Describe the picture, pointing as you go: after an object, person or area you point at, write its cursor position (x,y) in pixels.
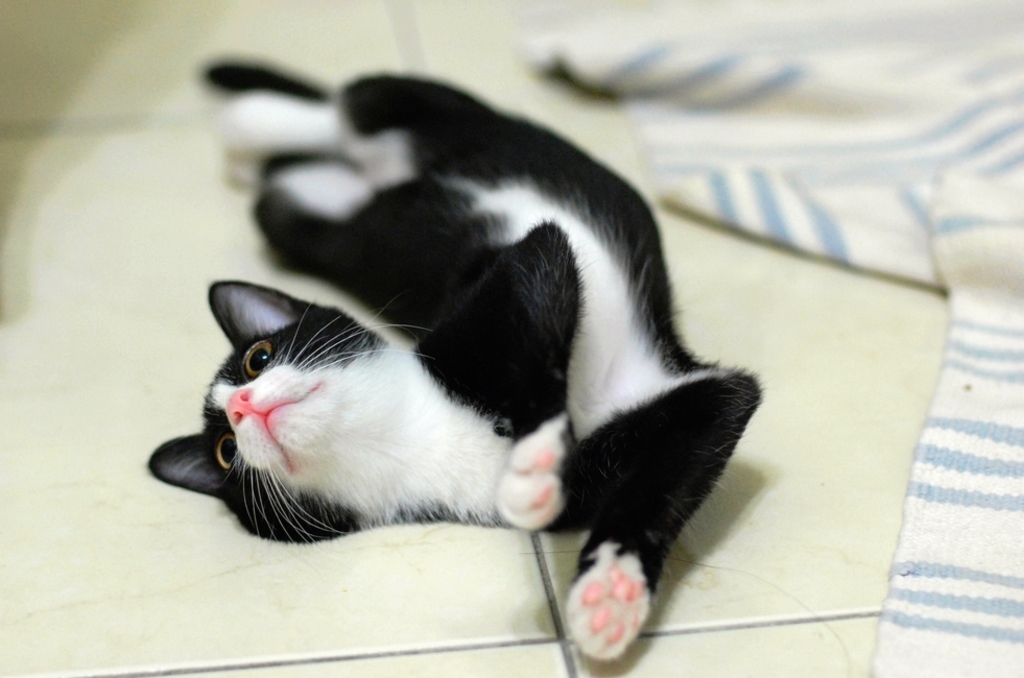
In this image a cat (355,401) is lying on the floor (514,541). In the right (978,277) there is a carpet (948,592).
